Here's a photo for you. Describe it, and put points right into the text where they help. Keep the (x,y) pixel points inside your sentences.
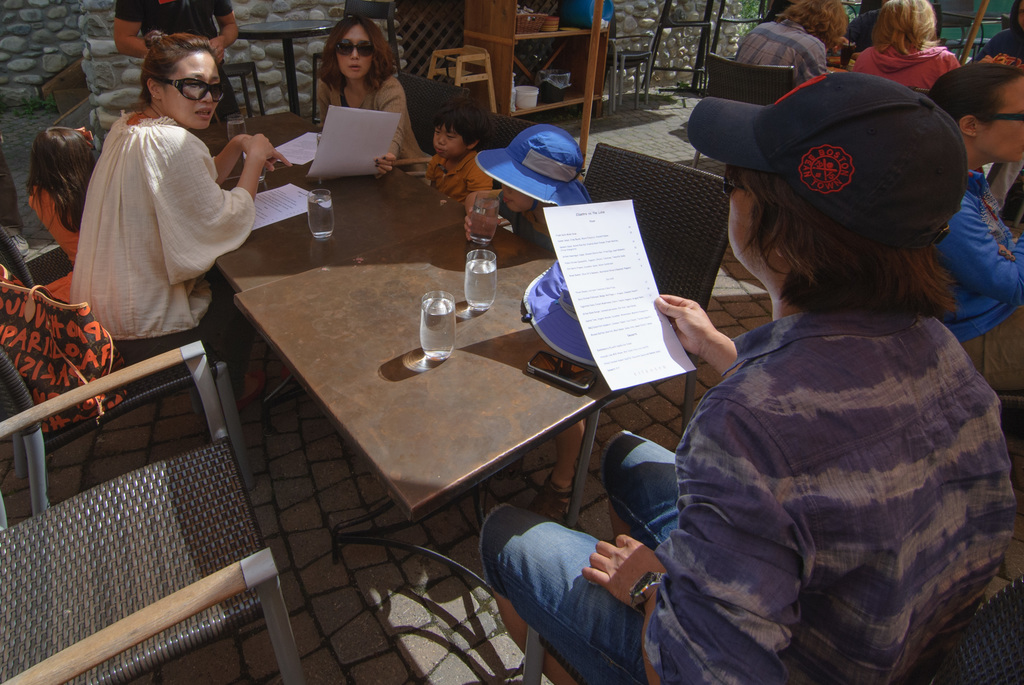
Persons (152,105) are sitting on a chairs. In-front of this person (672,459) there is a table (433,226), on a table (498,321) there are glasses (495,215), hat (536,320) and papers (291,206). This man (783,290) wore cap (818,155) and holding a paper (592,303). This 2 women (175,103) wore goggles (190,91). In this rack (505,48) there are things (551,89).
